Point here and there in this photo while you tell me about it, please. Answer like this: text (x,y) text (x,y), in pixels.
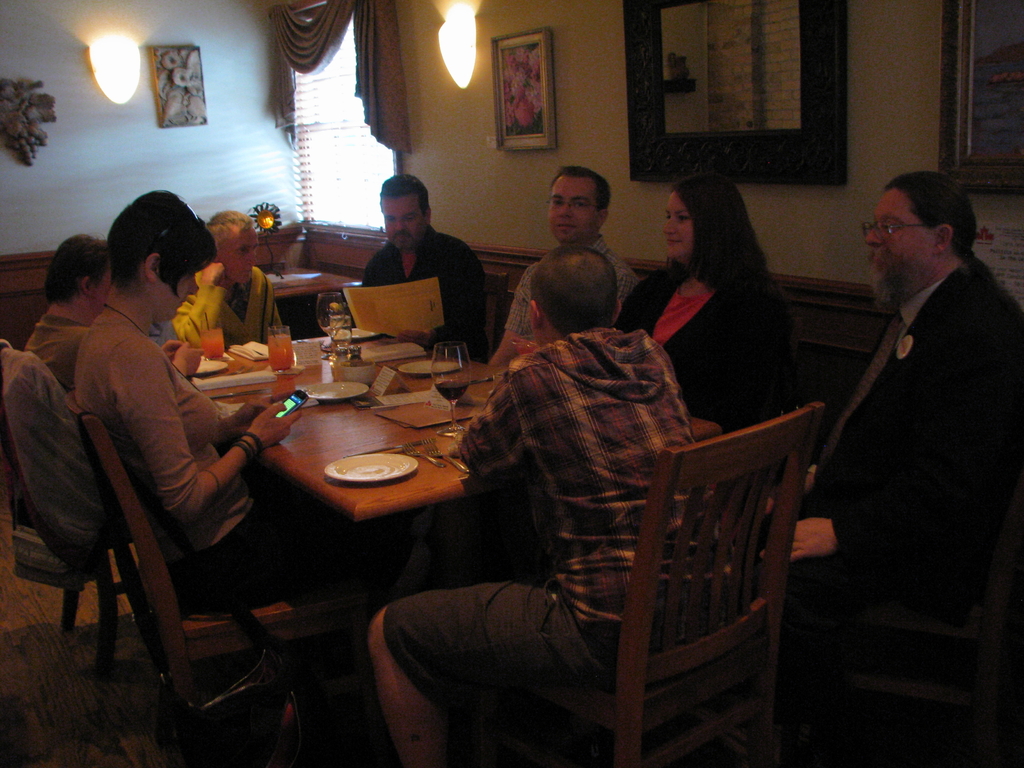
Here we can see some persons (488,448) are sitting on the chairs (739,521). This is table (379,501). On the table (356,488) there are plates (373,470), glasses (332,351), and bowl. This is floor (38,704). On the background (453,194) there is a wall (107,143). There are frames (508,81) and these are the lights (444,56). This is window (350,156) and there is a curtain (315,24).
